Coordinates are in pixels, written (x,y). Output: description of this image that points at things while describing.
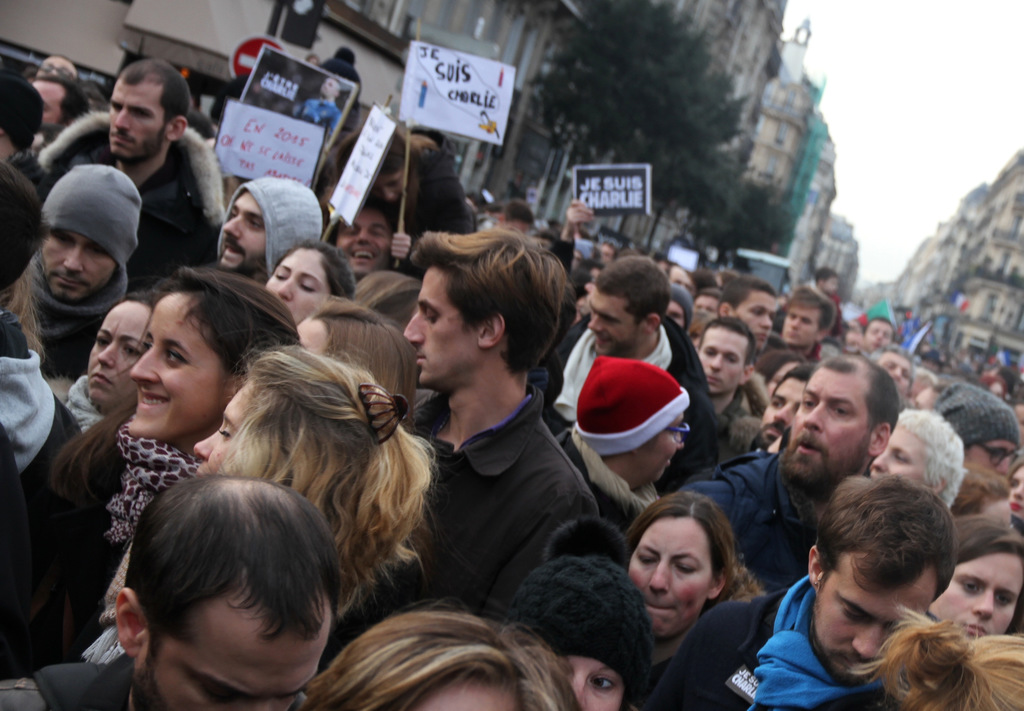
In this image I can see number of people (526,391) are standing and I can see few of them are wearing jackets (709,710) and caps (584,404). I can also see few people (435,182) are holding boards (628,181) and on these boards (429,54) I can see something is written. In the background (943,293) I can see few trees (619,57), number of buildings (970,317), the sky (894,249) and few vehicles (774,270).
